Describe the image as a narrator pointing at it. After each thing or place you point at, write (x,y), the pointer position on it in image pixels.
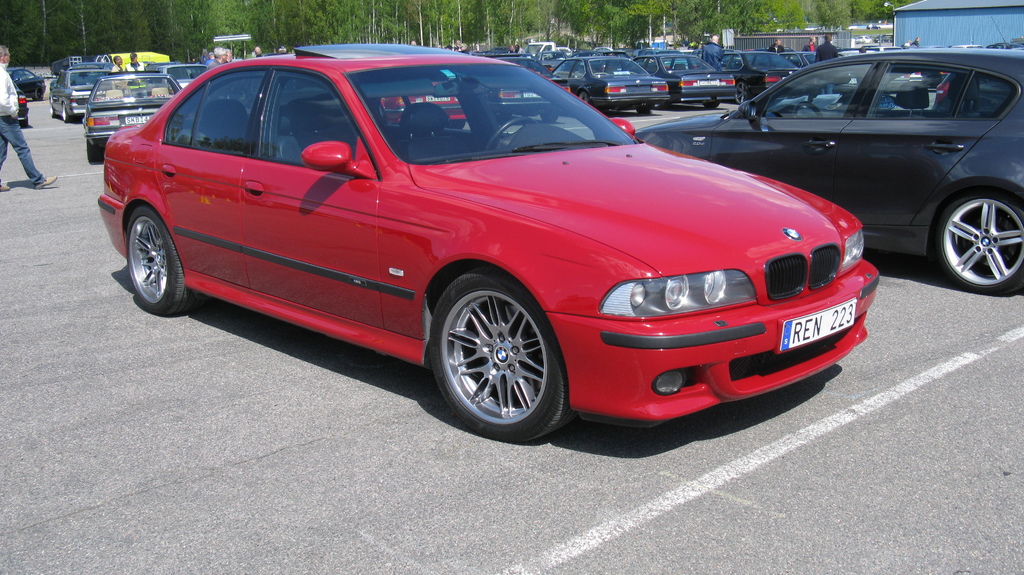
In the image there are many cars (878,235) on the road (887,257). And also there are few people (813,45). In the background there are trees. And also there is a shed (941,33).
